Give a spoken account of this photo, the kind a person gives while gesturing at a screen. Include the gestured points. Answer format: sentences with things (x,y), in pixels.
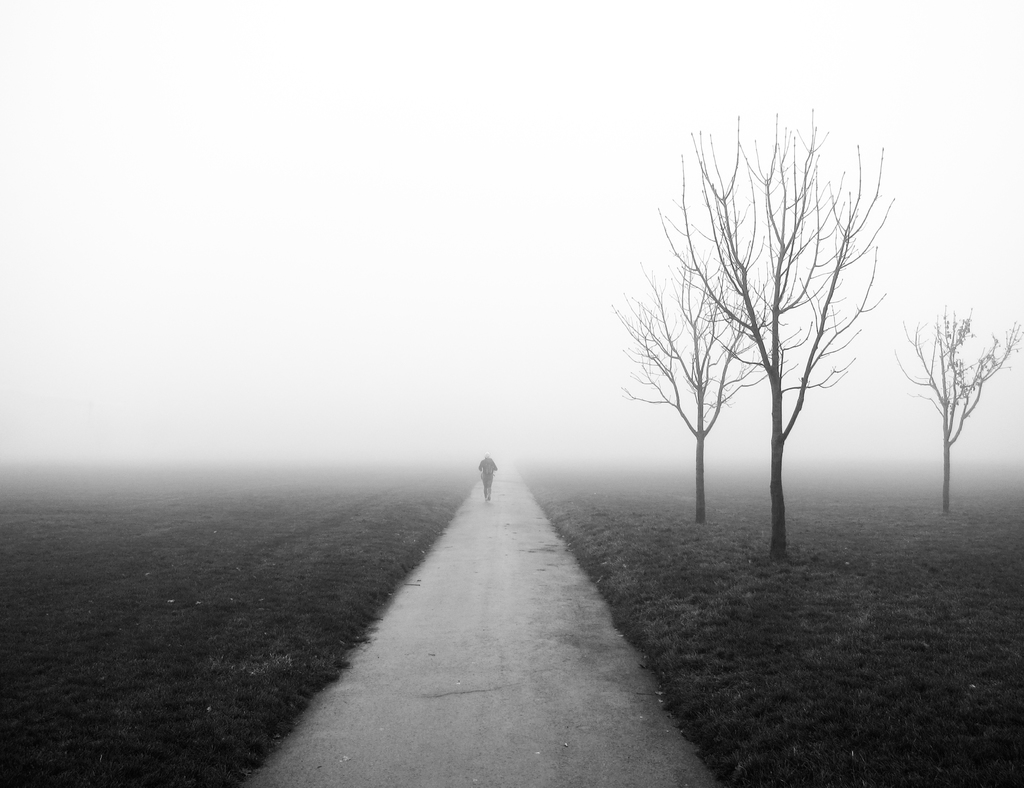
In this picture there is a man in the center of the image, on the way (515,716) and there is greenery (212,642) on the right (839,491) and left side of the image (125,684).
